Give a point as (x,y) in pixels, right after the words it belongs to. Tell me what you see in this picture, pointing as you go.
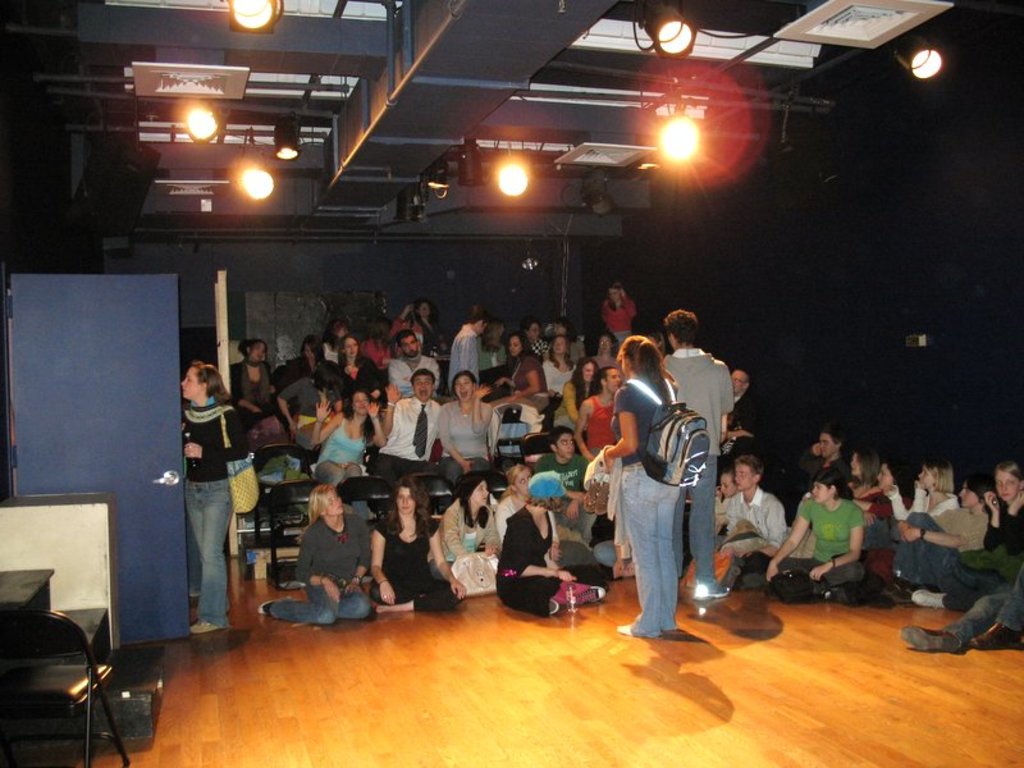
In this image we can see many people (469,471), some of them are sitting, few people (657,408) are standing, there is a door (92,377), a chair (54,698), there are lights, poles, also we can see the walls (677,301), and the background (962,334) is dark.
